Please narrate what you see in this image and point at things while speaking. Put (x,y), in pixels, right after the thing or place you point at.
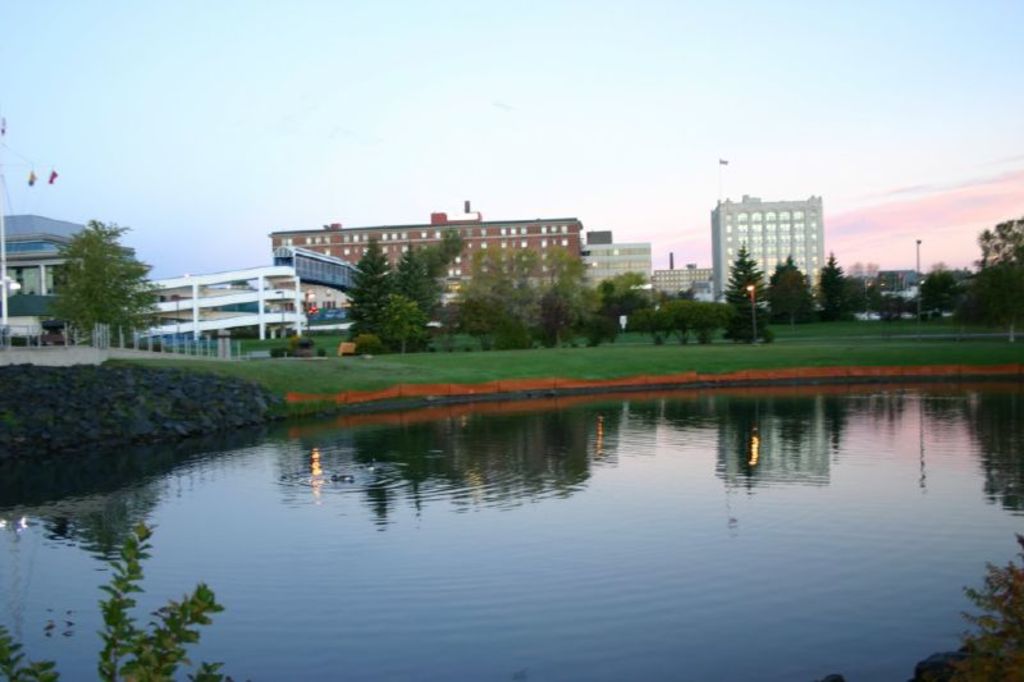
In this image we can see a lake (536,456), grassy land (738,350), trees (522,295), poles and buildings (340,267). The sky (462,132) is in blue color with some clouds (911,211). We can see the leaves (137,637) in the left (119,651) and right bottom of the image (1006,624).
